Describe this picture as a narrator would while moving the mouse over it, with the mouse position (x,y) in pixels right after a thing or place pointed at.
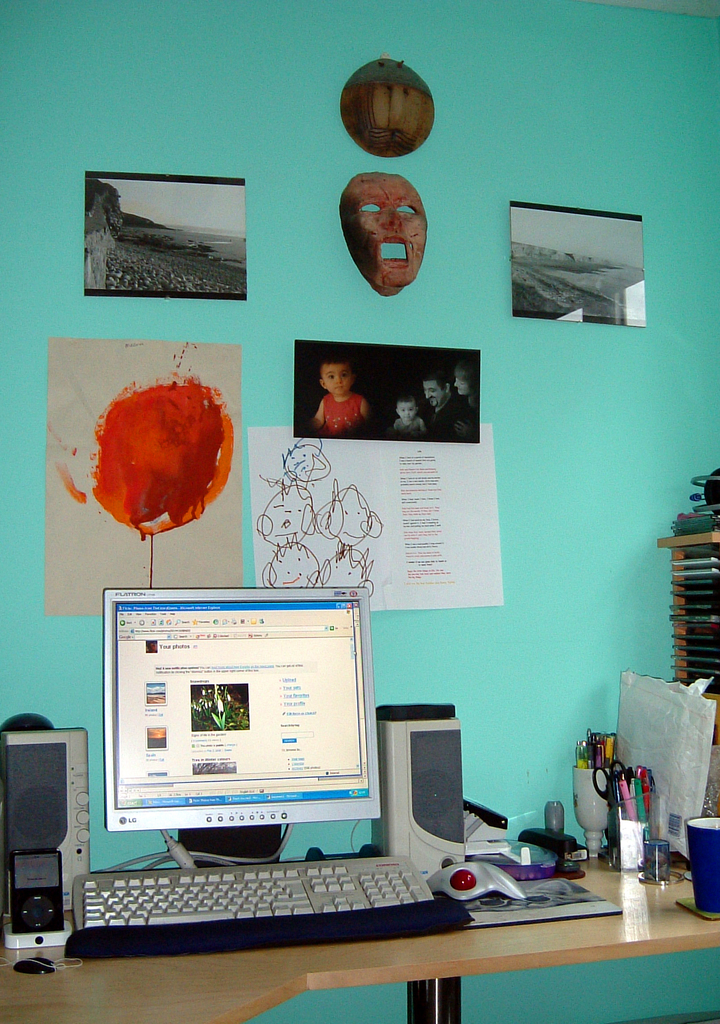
In this picture I can observe a computer (166,689) placed on the cream color table (665,897). On the right side (651,802) I can observe some accessories (647,780). There are some photographs (320,434) and charts (160,463) on the wall (261,210). The wall (291,309) is in green color.
